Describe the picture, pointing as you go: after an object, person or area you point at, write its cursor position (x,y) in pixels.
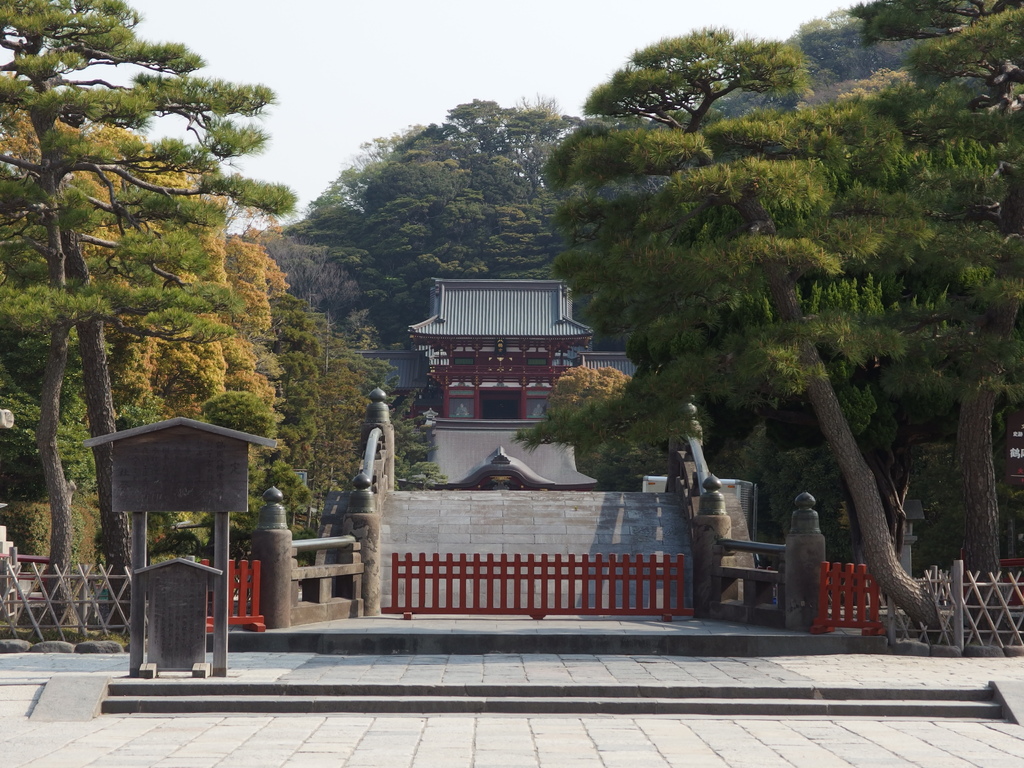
In this image in the middle (568,326) there are trees (60,311), houses (434,389), fence (545,592), railing (334,569), floor (491,671) and sky (370,70).
